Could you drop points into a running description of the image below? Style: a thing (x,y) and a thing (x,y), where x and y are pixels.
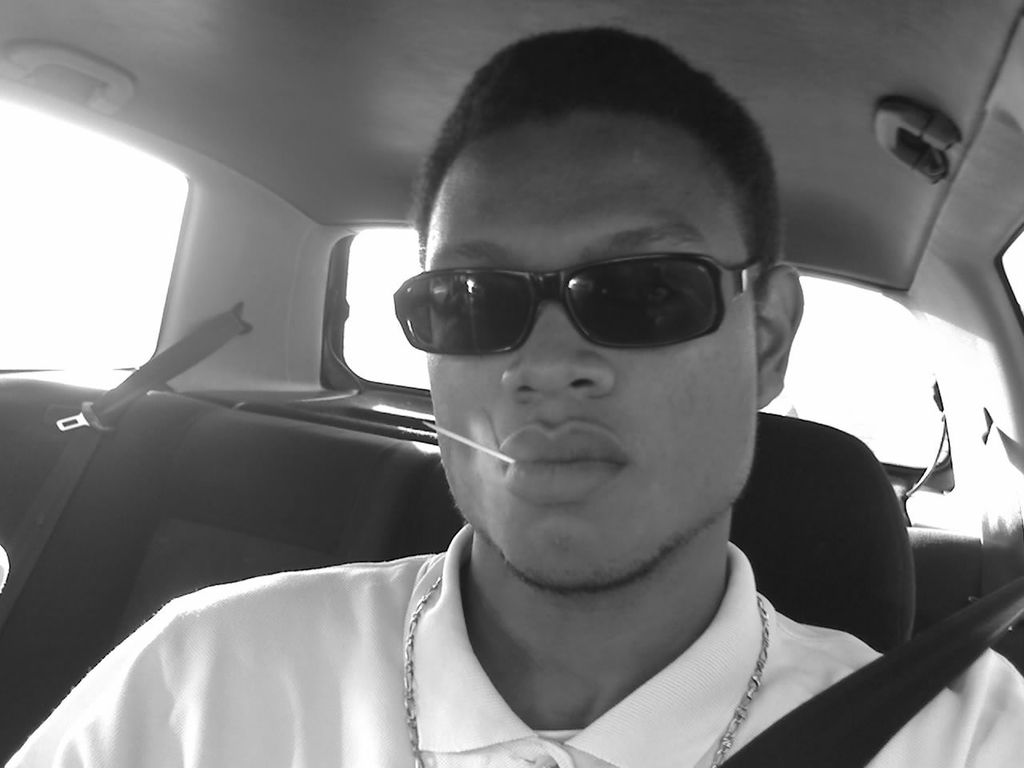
In the foreground (492,434) I can see a person (607,599) is sitting in a car (788,728) and wearing a goggle (655,303). In the background (91,312) I can see a window (110,289). This image is an inside view of a car (983,235).
